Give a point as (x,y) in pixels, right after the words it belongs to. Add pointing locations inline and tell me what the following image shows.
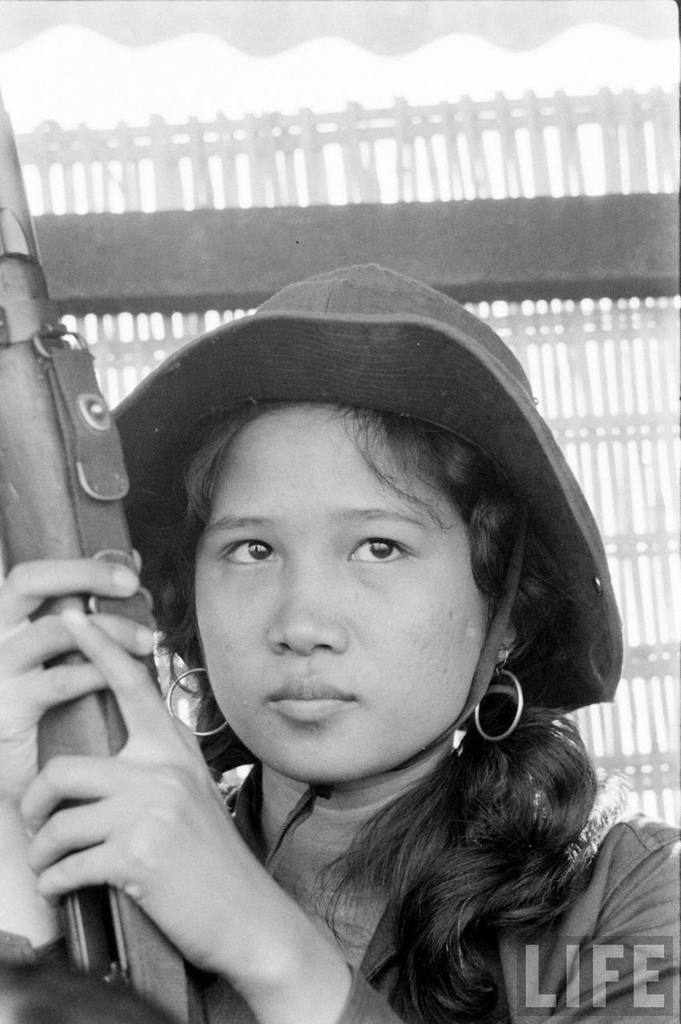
This picture shows a woman (190,605) seated and holding a gun (14,188) in her hand (218,924) and she wore a hat (333,389) on her head (251,504) and we see a watermark (554,942) on the right bottom (541,962).
